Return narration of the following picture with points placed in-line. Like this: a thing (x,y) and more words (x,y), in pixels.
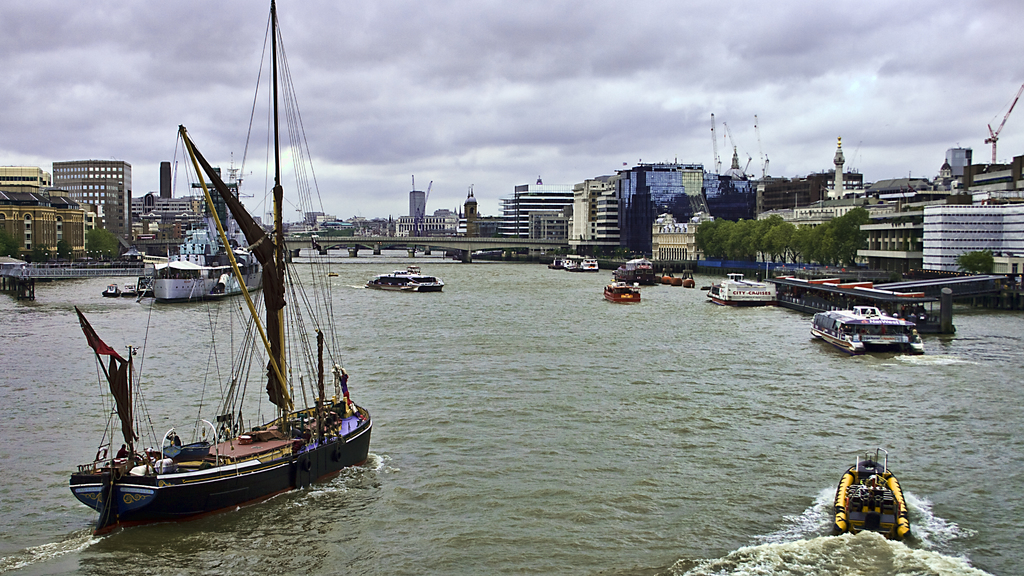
In this image, we can see boats (247,455) are on the water (611,413). Background (857,245) we can see buildings (884,241), bridges (304,243), pillars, trees (831,233), cranes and cloudy sky (327,101).
